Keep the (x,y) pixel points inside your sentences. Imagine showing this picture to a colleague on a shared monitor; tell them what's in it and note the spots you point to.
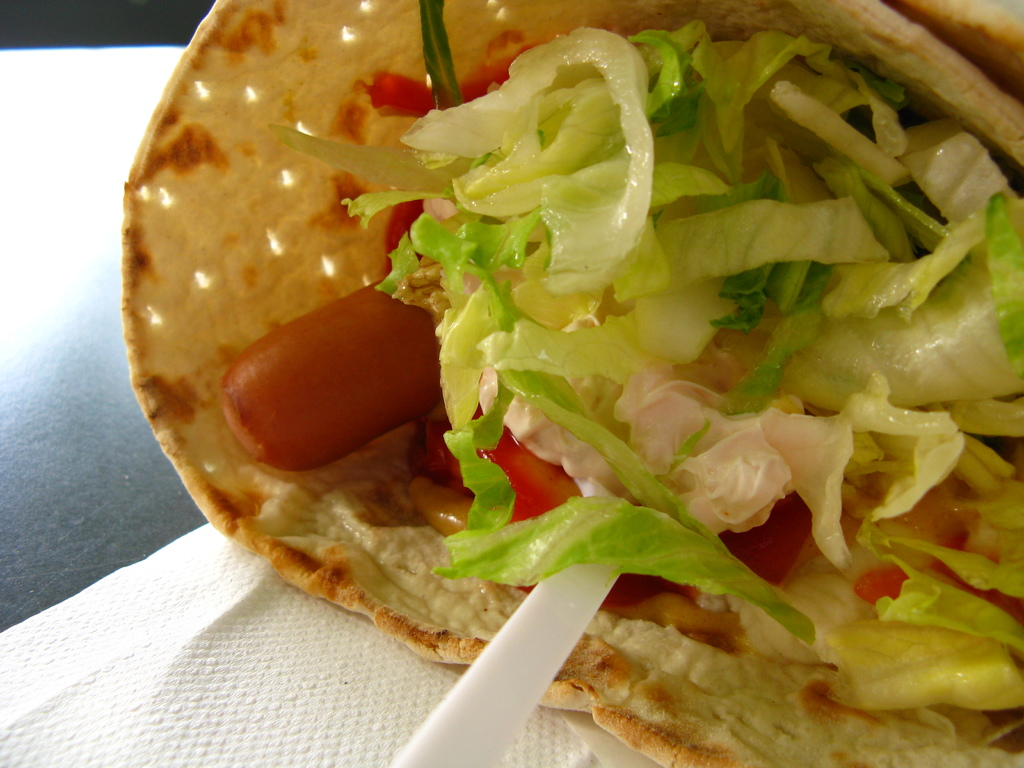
In this image we can see the food (639,569) and a spoon (568,580) placed on a tissue (230,677) kept on the table (76,157).
